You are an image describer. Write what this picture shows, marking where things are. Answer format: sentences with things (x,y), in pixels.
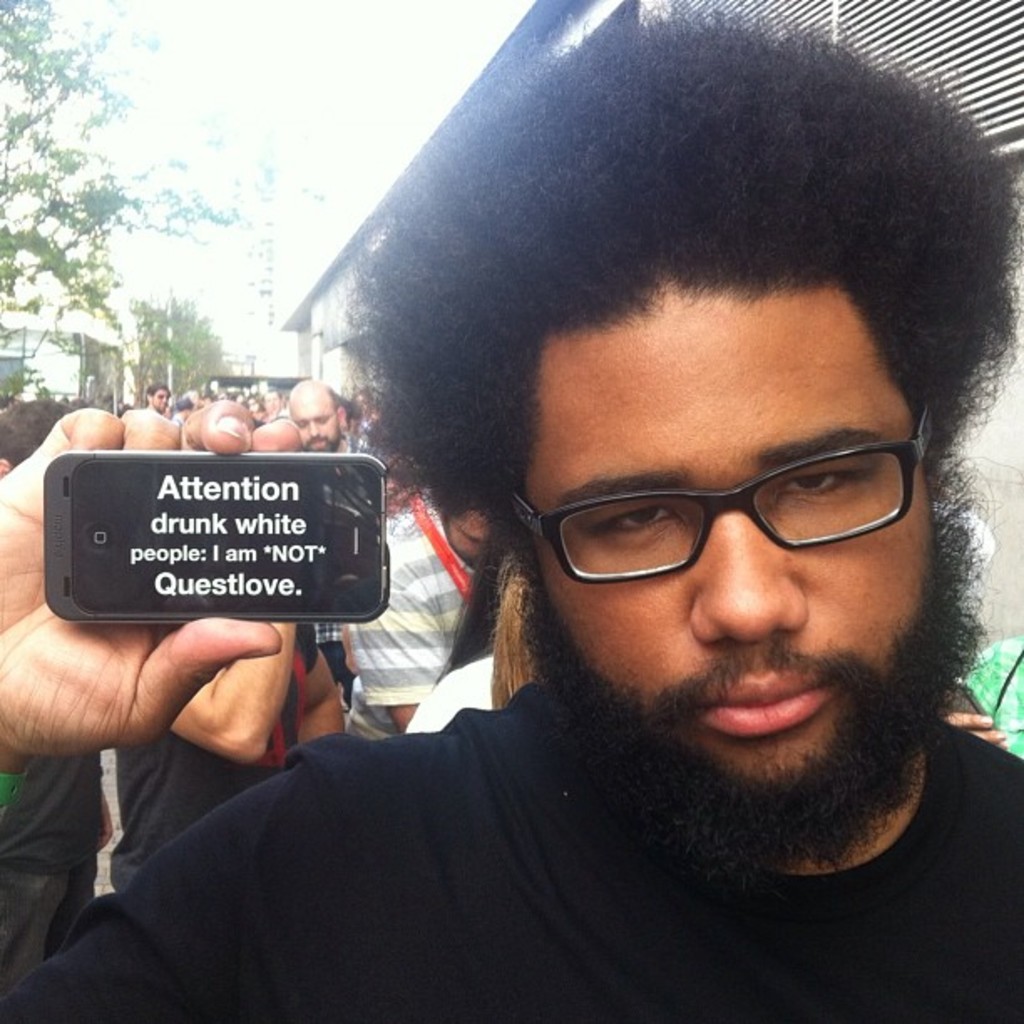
In this image I can see a person (392,899) wearing a black color dress (588,878) and holding a mobile (184,538) and I can see a tent (788,22) and at the top (280,54) I can see the sky (218,69) and trees (83,69).
